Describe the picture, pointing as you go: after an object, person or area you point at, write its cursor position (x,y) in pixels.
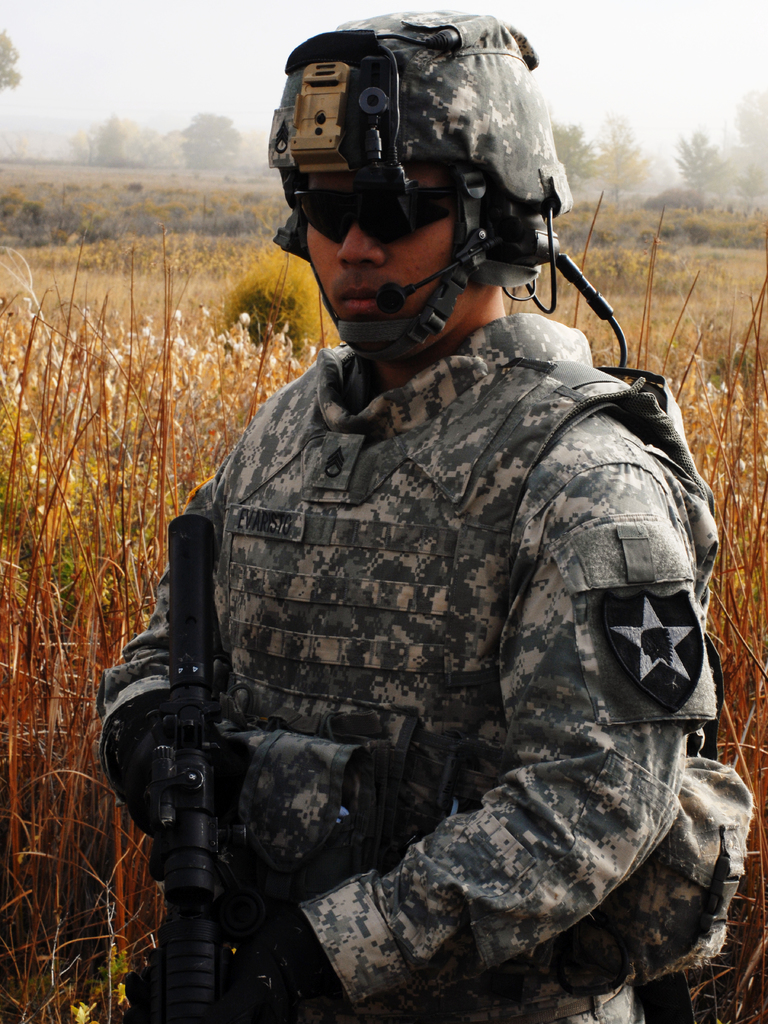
In the foreground of the picture (441,460) there is a soldier (396,581) holding a gun (208,804), behind him it is a field (135,393). In the background (129,177) there are trees (629,180), plants (186,202) and field (119,169). In the center of the picture (257,349) there are plants (238,361).
